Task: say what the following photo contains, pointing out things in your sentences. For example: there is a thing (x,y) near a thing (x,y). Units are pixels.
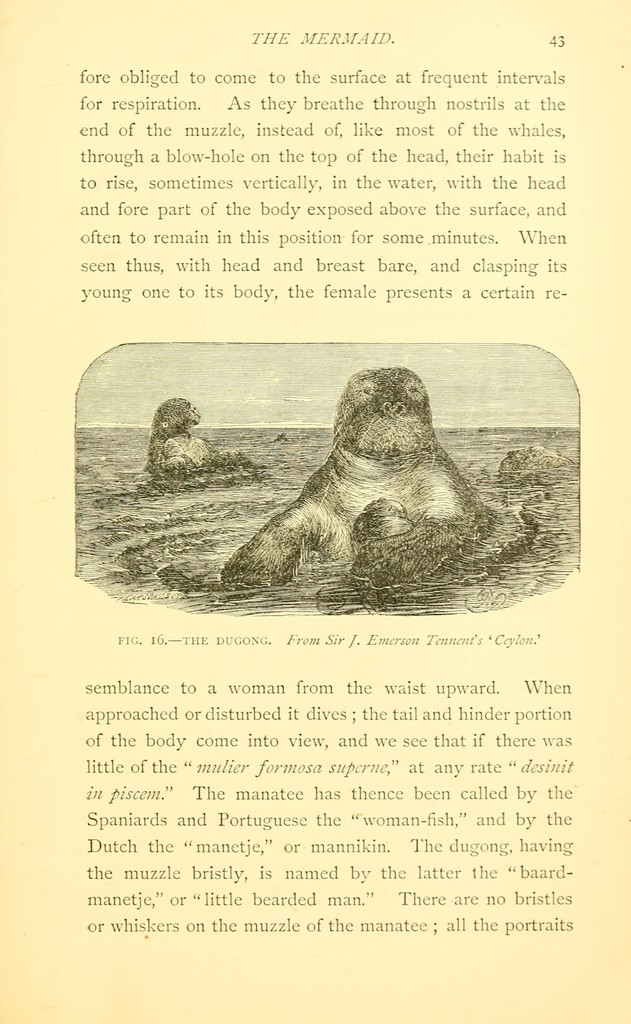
In the foreground of this page, there is some text (422,872) and an image (408,605), where we can see some animals (248,571) in the water (220,587).
